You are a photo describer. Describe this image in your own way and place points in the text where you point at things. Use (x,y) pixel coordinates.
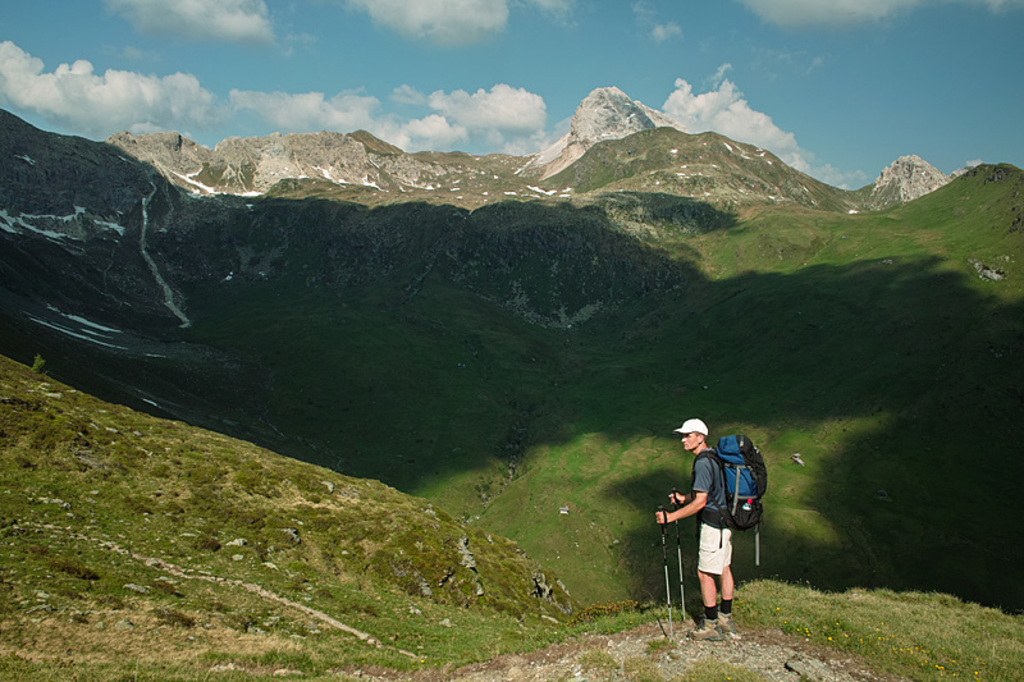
In this image I see a man (702,640) who is holding the sticks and wearing a bag (725,455) and is standing on the grass (943,643). In the background (548,562) I see the mountains (16,129) and the sky (2,21).
